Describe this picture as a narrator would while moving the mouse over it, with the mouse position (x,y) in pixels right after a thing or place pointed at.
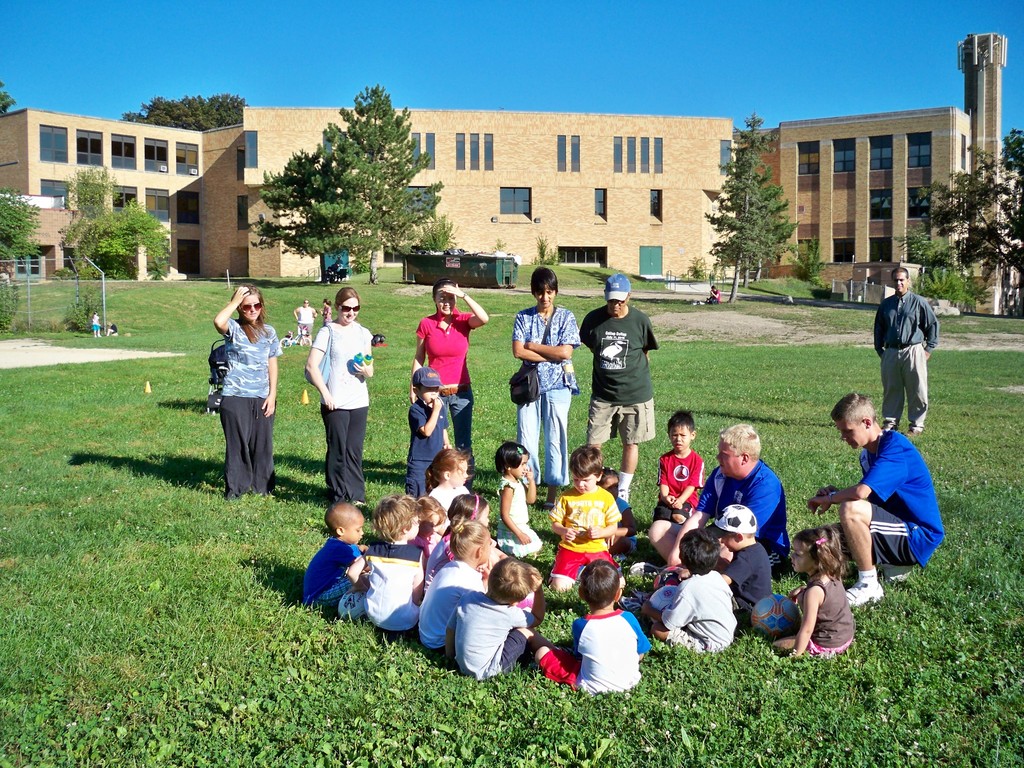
In this image I can see there are children's (673,491) sitting on grass (69,593) and some people (416,357) standing on grass (30,492) and at the top (554,27) I can see the sky (738,60) and in the middle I can see building (215,217), in front of the building (556,199) I can see trees (107,252) and some container (489,274).
